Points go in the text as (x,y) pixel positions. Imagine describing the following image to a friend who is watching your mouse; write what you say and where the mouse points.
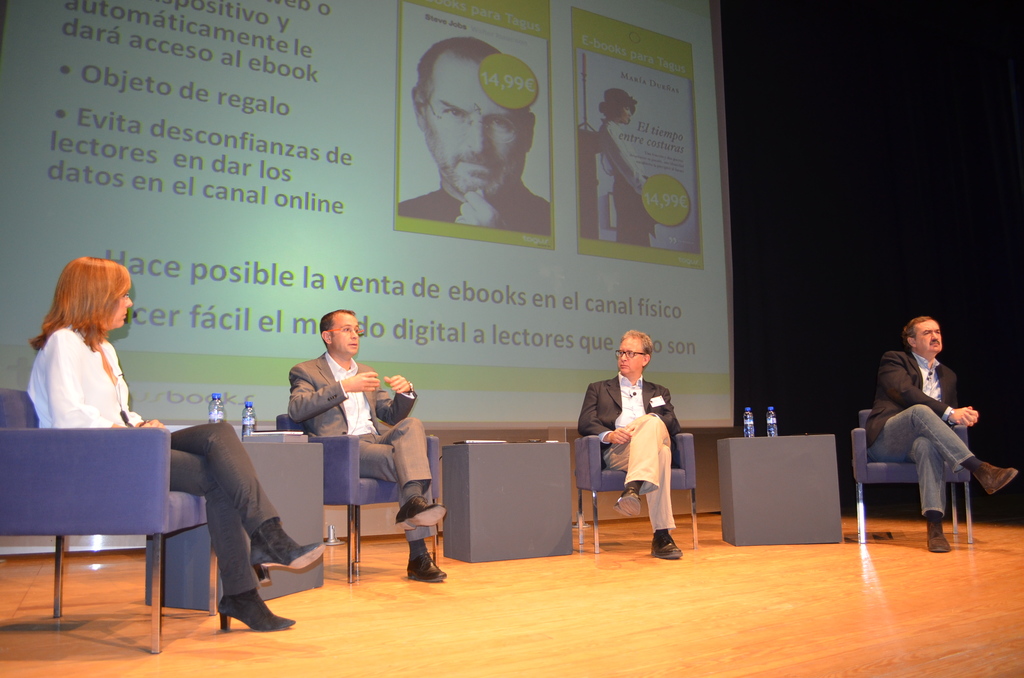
As we can see in the image there is a banner (160,92), few people (194,478) sitting on chairs (114,472) and there are bottles (212,417).
